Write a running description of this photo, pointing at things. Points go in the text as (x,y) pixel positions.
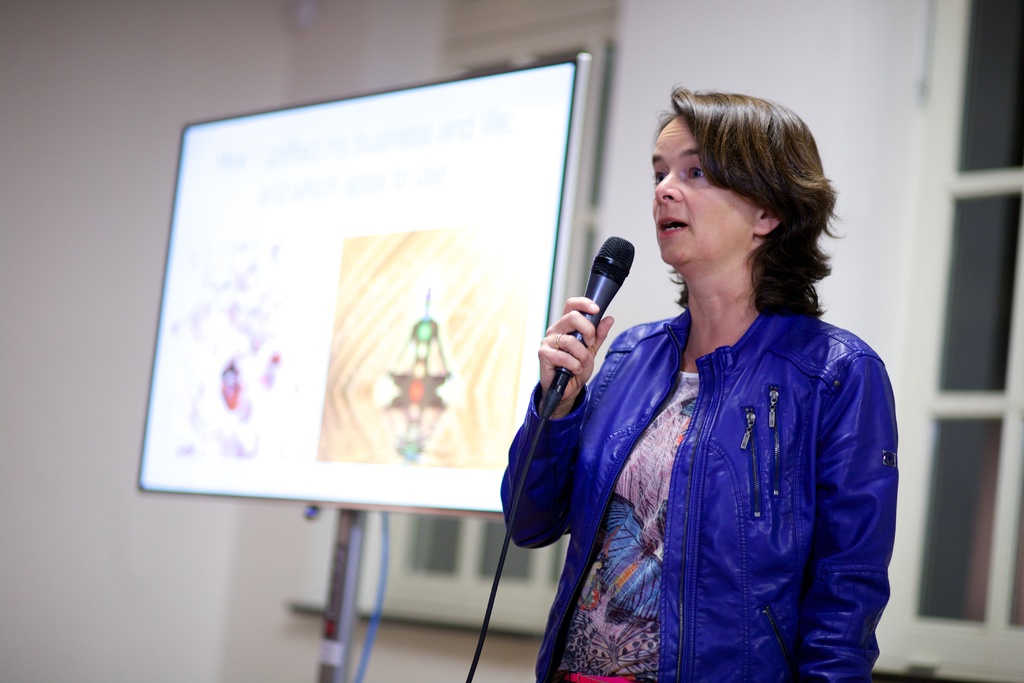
In this picture we can see a woman (589,329) holding a microphone (605,305) in her hand (573,390). There is a screen (476,512) on a pole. We can see a few windows (451,537) and a wall (616,226) in the background (463,552).
